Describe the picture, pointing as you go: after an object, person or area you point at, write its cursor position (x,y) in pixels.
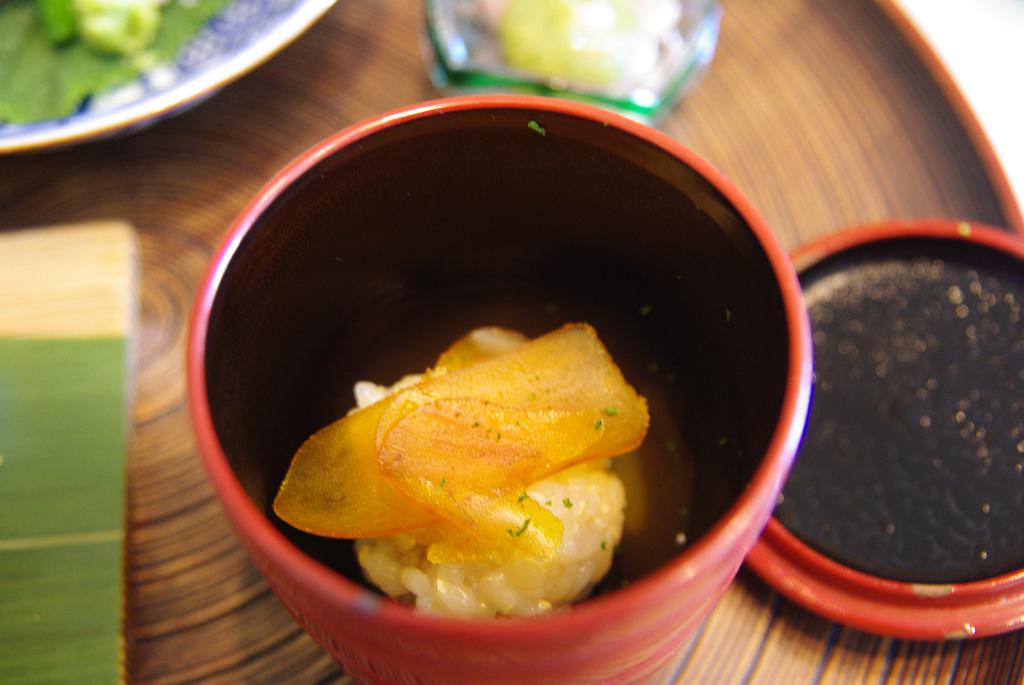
In this image there are some bowls (636,265) on the table (255,632) served with food (43,11), beside them there are so many other things (835,259).
